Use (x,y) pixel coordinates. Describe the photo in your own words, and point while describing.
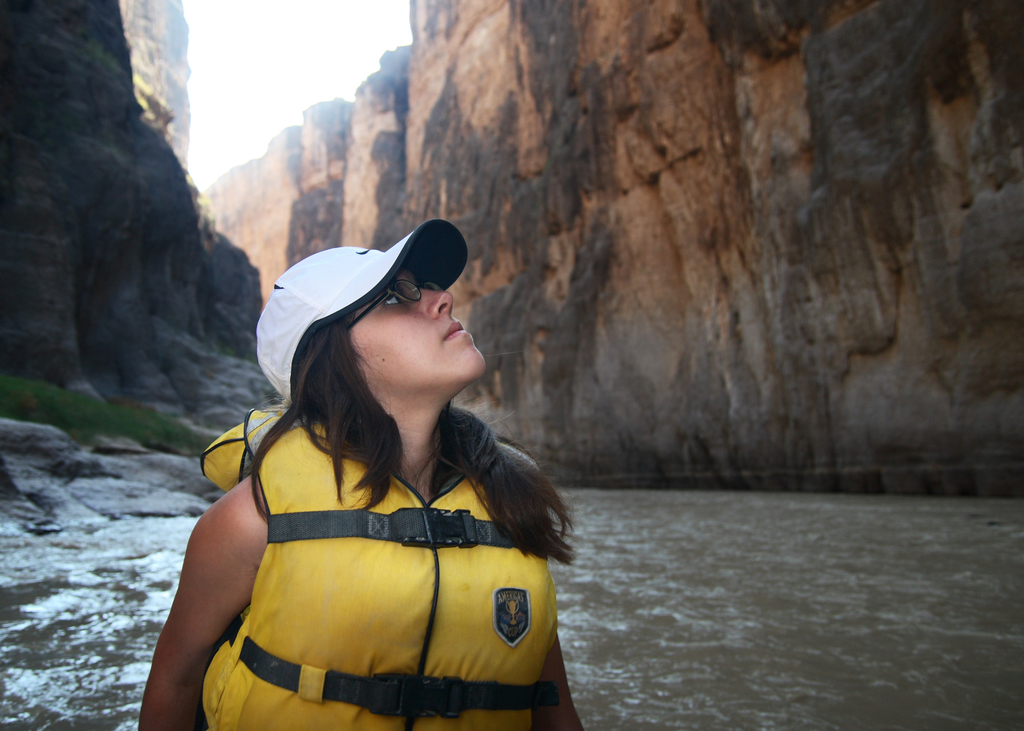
In the center of the image (438,368) we can see a person (429,525) is wearing jacket (414,546), spectacles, cap (284,343). In the background of the image (485,308) we can see the rocks (935,155), grass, water (977,597). At the top of the image (272,63) we can see the sky (231,70).
